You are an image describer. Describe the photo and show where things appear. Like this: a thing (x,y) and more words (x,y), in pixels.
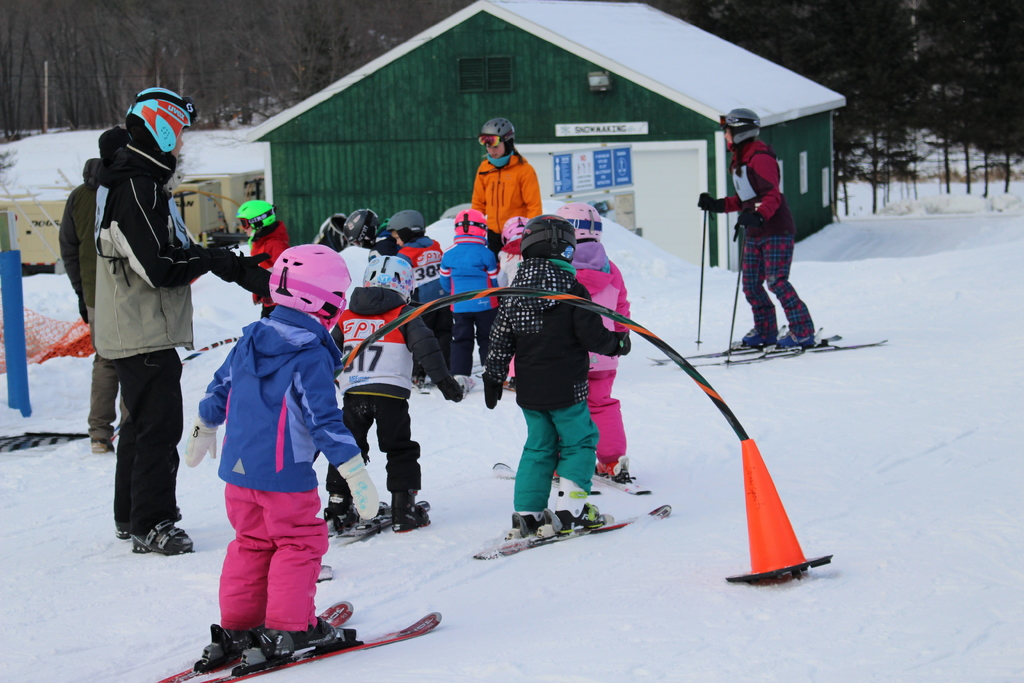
There are group of kids (408,339) skiing in the snow (502,406) and there are two persons (163,222) on the either side of them and there is a green building (406,106) and trees (296,62) in the background (384,126).
